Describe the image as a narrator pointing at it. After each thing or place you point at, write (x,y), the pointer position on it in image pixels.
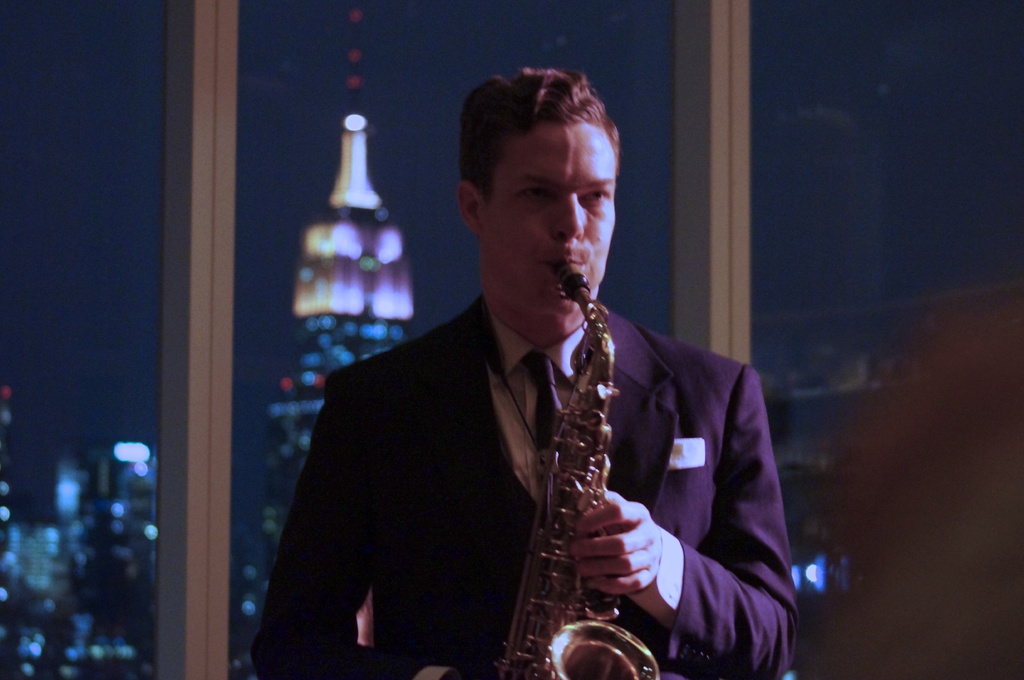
This image is taken indoors. In the middle of the image (558,363) a man (478,516) is standing and he is playing music with a musical instrument (583,404). In the background (212,252) there is a glass window (419,173). Through the window (626,69) we can see there are a few buildings (354,182) and there are a few lights (70,493). At the top of the image (381,25) there is the sky (896,126).
